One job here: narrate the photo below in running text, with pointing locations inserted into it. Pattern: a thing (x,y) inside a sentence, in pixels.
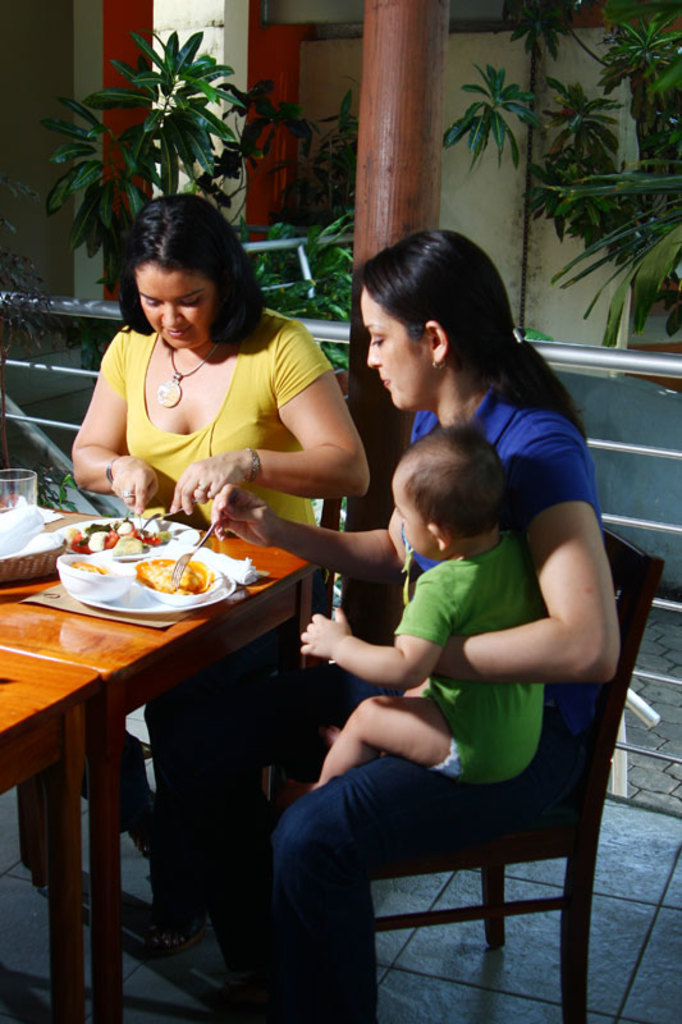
This is a picture taken on a patio (366,399), there are two women's (202,372) sitting on chairs (494,826). The woman (515,507) in blue t shirt (528,466) was holding a baby (444,629). In front of the people (318,428) there is a table (47,660) on the table (68,642) there are plate (123,560), bowl (71,582), fork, glass (28,483), tissue (35,537) and food items (133,542). Behind the people (258,412) there is a fencing (588,379), trees (150,138) and a wall (491,237).
